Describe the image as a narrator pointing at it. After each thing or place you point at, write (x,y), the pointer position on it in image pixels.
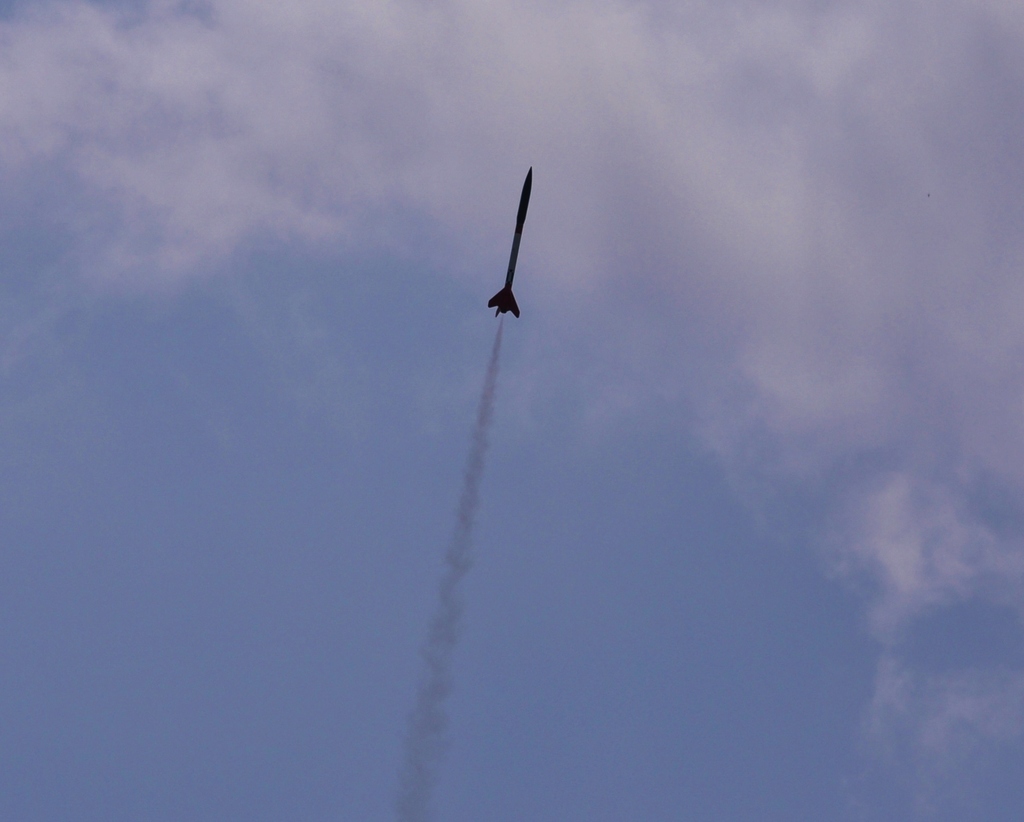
In this image I see the missile (509,266) over here and I see the smoke (457,558). In the background (462,440) I see the cloudy sky (743,366).
